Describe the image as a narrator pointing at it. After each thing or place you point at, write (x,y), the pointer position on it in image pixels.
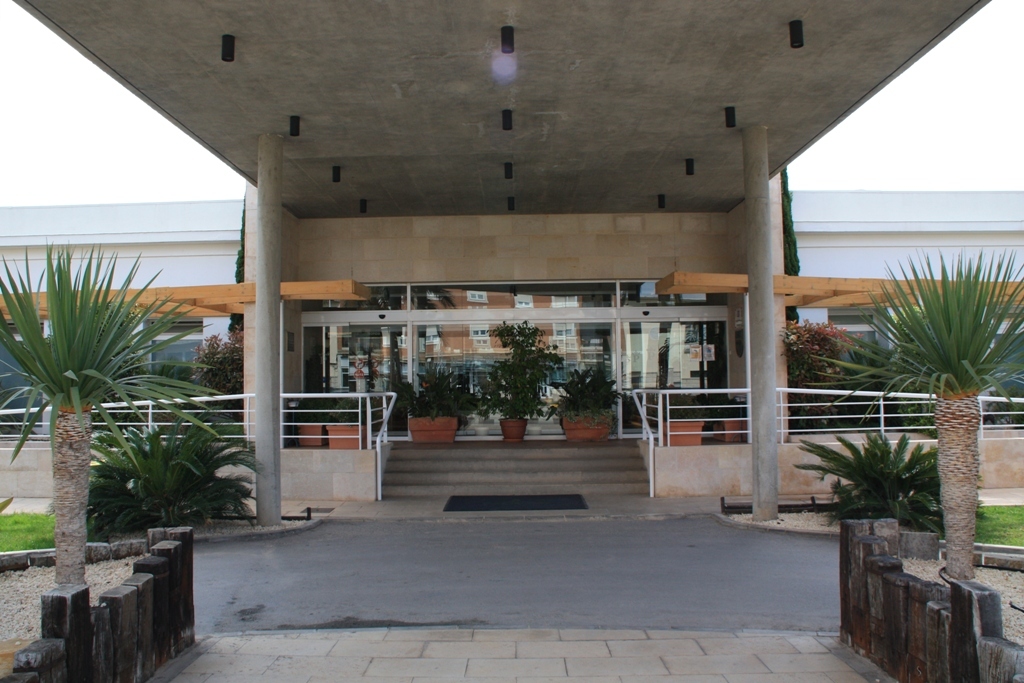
In this image we can see plants (152,441) on the sides. In the back (663,460) we can see a building (426,279) with glass walls (492,347) and pillars (762,415). Near to the building (312,372) there are pots (420,424) with plants (514,416) and there are steps (522,469). At the top (871,127) there is sky (877,105).
